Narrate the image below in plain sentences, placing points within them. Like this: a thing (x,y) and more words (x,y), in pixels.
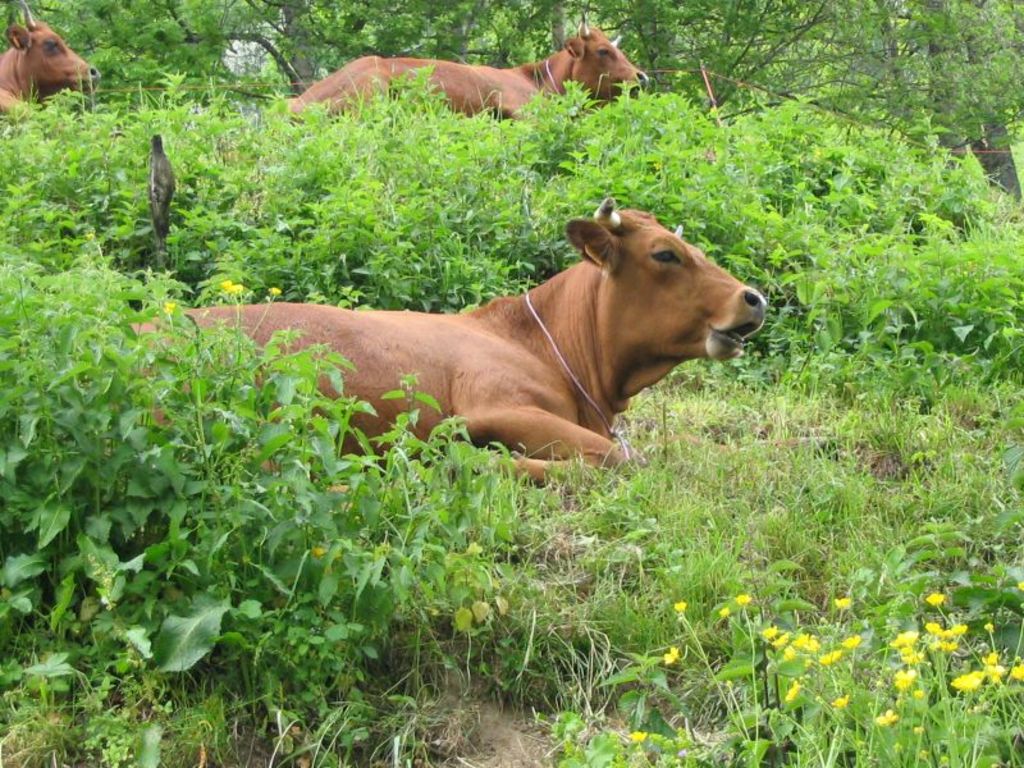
In this picture we can see a cow (755,318) sitting on the grass (770,553). There are two cows (58,72) and trees (455,41) are visible in the background (619,67).
